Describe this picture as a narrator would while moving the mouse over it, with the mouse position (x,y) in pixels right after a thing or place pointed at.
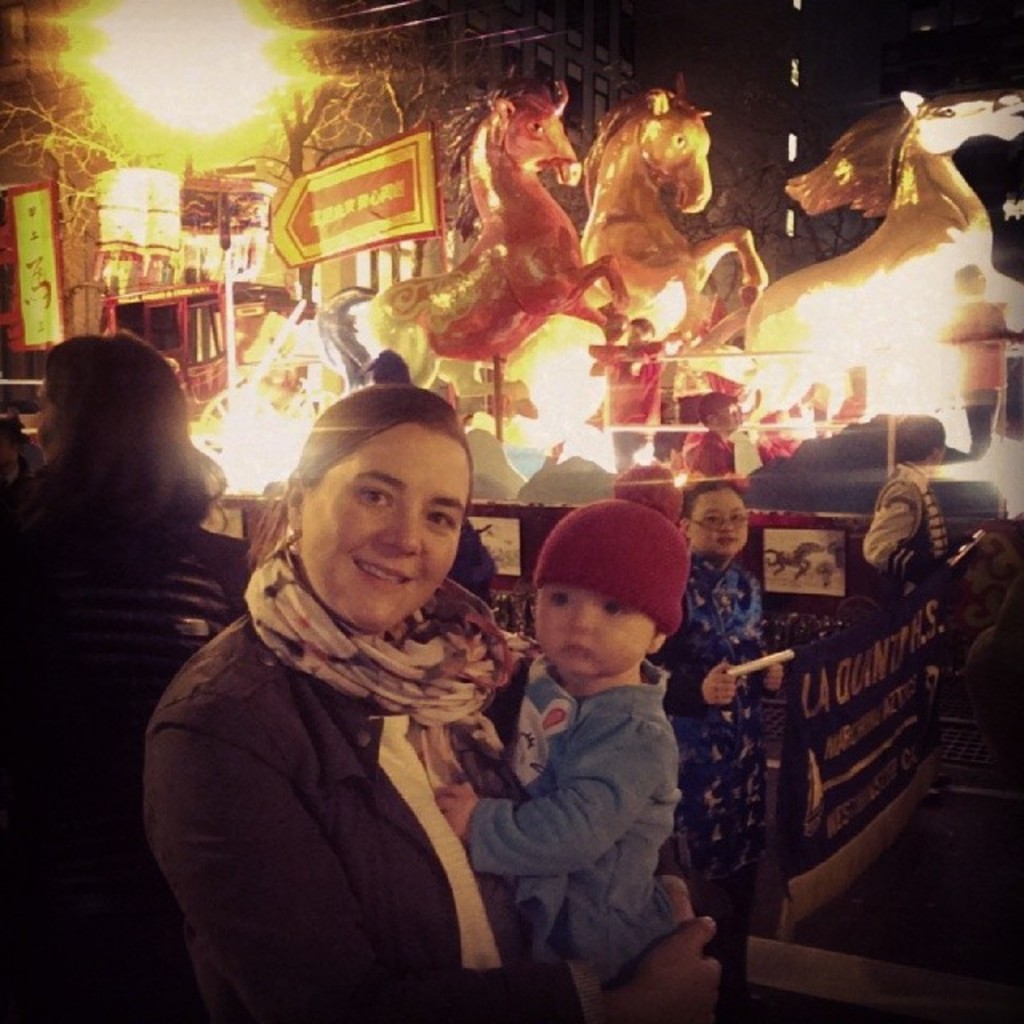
In the middle of the image (464,662) a woman (263,961) is standing and holding a baby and smiling. Behind her few people (1005,684) are standing. At the top of the image (398,72) there are some lights (129,147) and statues (551,101) and trees (82,140).
